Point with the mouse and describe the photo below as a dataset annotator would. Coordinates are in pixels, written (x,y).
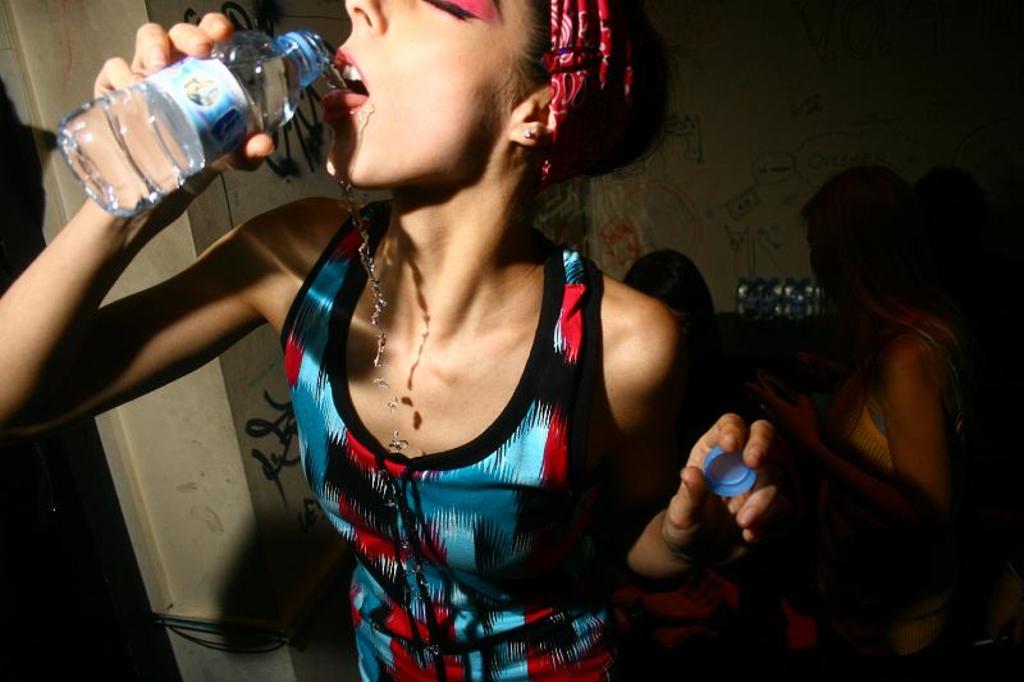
In this picture we can see a girl (410,545) wearing a blue and red dress (453,512), standing in the front (226,92) and drinking water (239,101) with the bottle (226,116). Behind there is a woman (868,409) and white wall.
